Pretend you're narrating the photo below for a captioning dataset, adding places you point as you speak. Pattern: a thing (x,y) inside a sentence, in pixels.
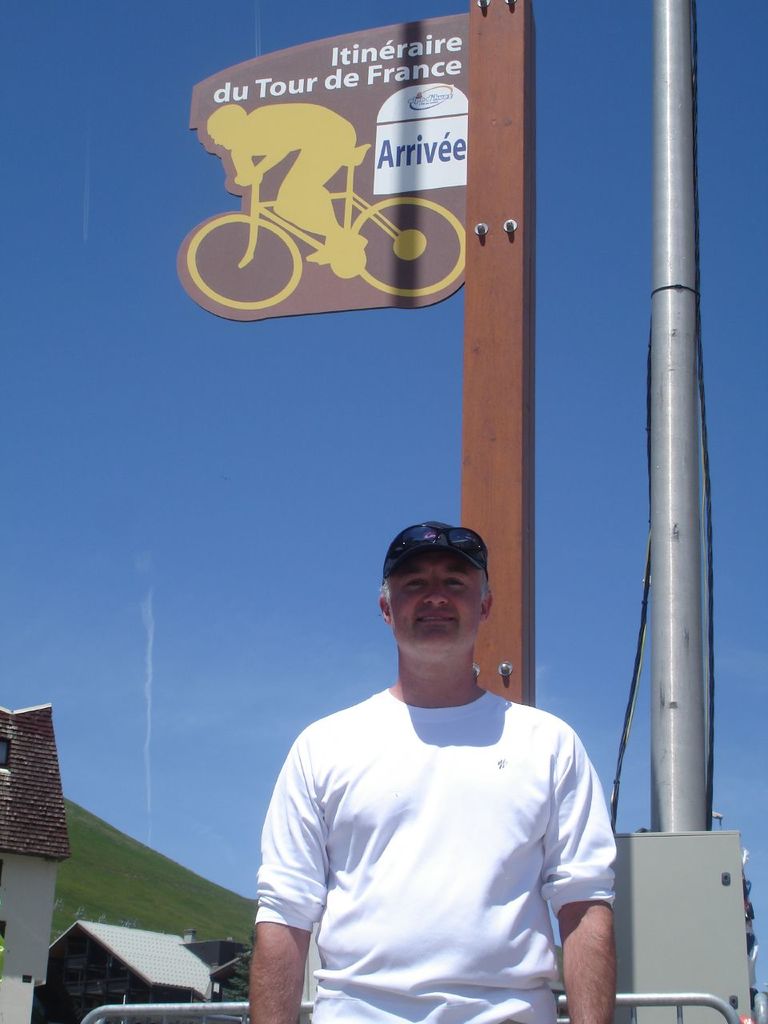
In this picture there is a man (436,822) in the center of the image (465,605) and there is a sign pole (495,433) in the center of the image (505,403), there are houses (0,747) in the bottom left side of the image (23,999).
